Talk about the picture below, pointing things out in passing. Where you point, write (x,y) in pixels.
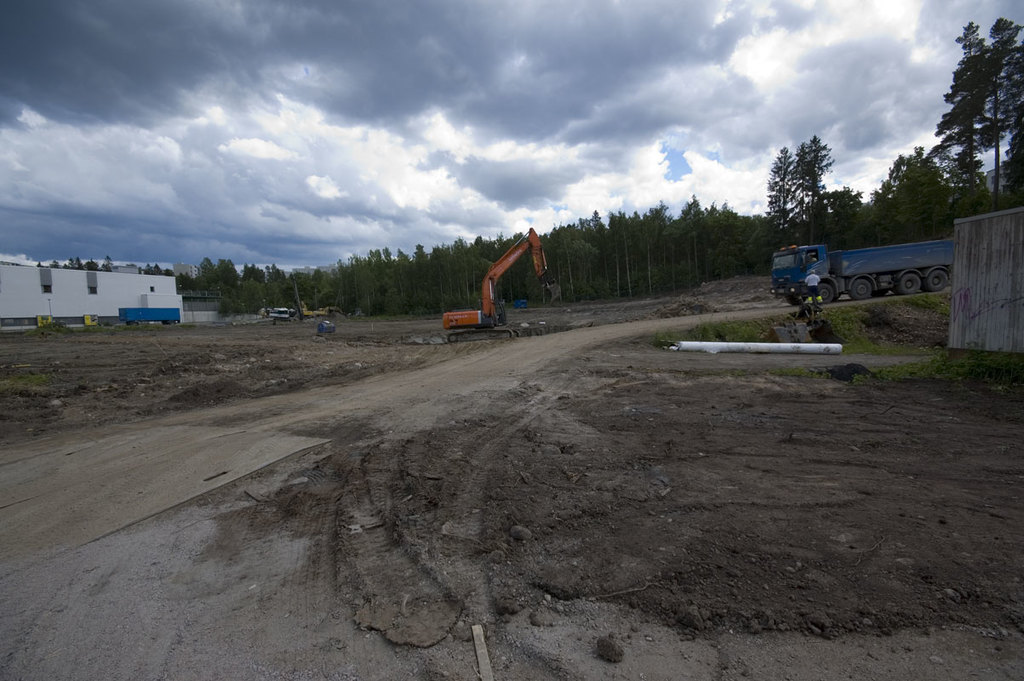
In this picture I can see vehicles (543,282). There are buildings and trees (984,105), and in the background (593,119) there is the sky (608,118).
